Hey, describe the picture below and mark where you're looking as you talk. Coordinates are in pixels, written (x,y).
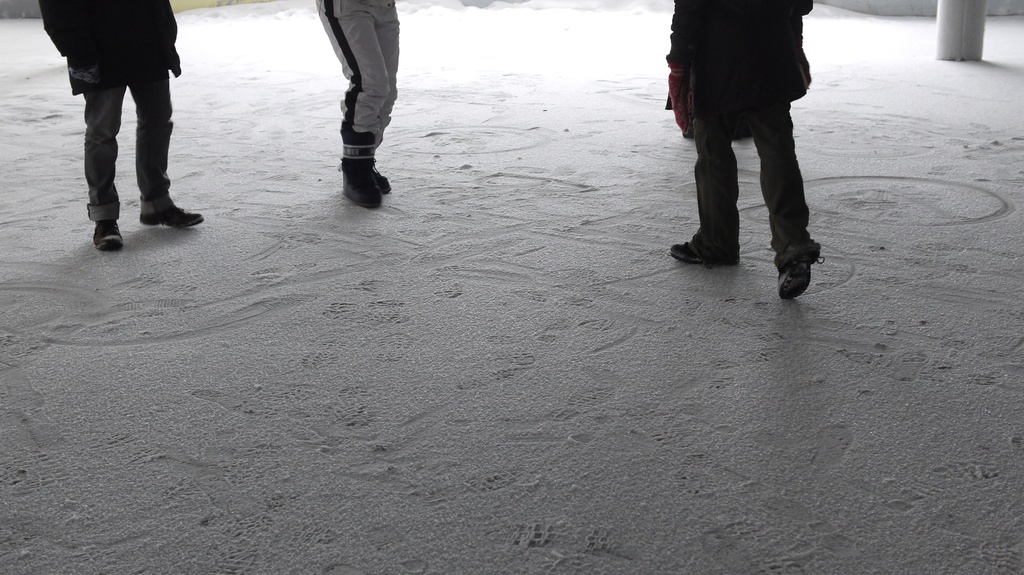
In this picture we can see the legs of the people (103,62). We can see the floor (563,372). On the right side of the picture (973,49) we can see an object (968,35).
